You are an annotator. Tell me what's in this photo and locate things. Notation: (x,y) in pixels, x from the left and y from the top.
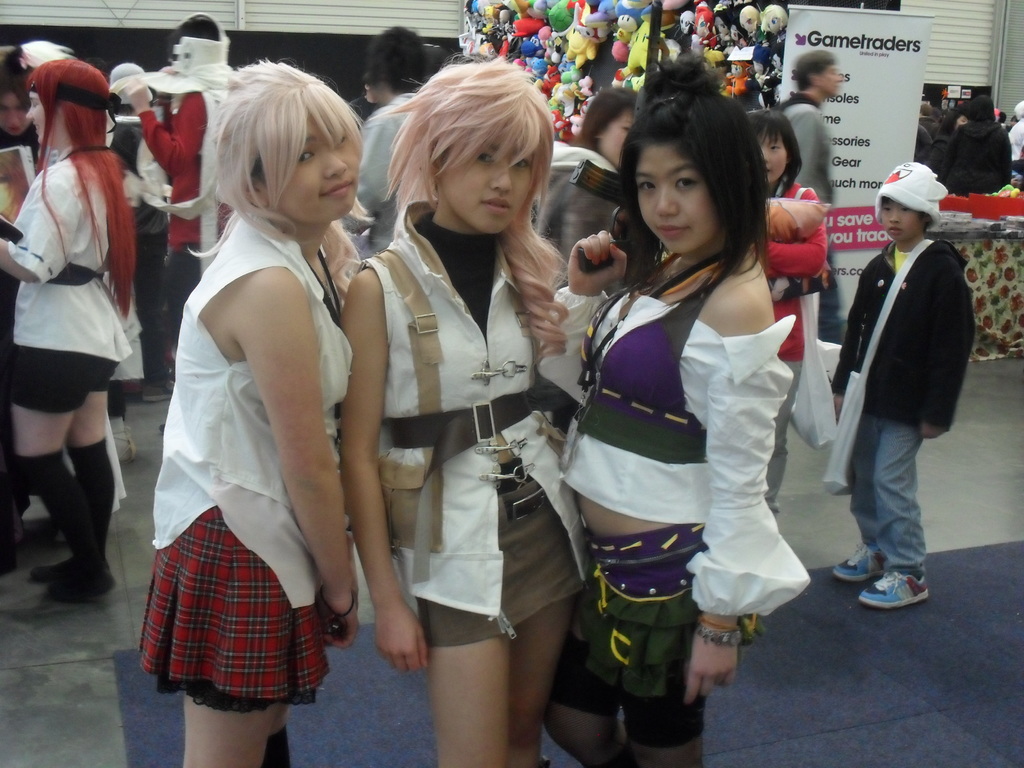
In this image I can see the group of people (262,235) with different color dresses (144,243). In the background (775,248) I can see the banner (853,197), few more people (591,115), many colorful dolls (550,80) and some objects (1009,235) on the table (992,244). I can also see the rolling shutters (345,28) in the back (373,28).
